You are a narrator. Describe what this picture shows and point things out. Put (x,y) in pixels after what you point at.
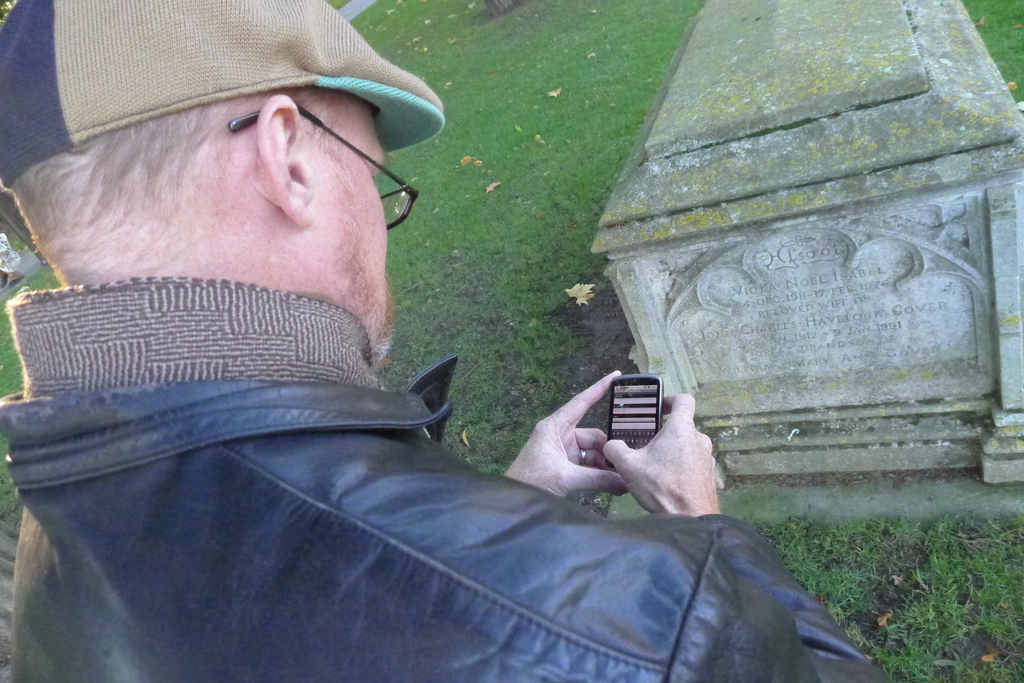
This picture shows a man (44,174) standing and holding a mobile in his hand (663,500) and we see a gravestone (1014,141) and grass (437,182).
